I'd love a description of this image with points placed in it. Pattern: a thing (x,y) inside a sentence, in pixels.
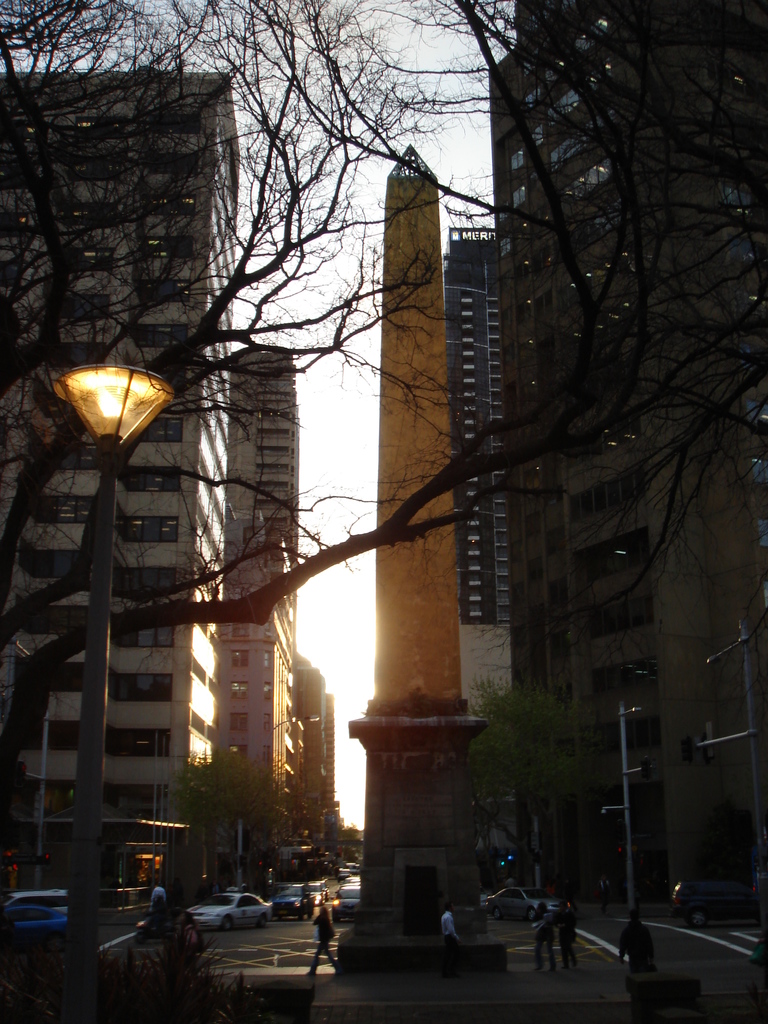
In this image I can see few people (191,946) walking, few vehicles (63,928), light poles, trees (554,682). In the background (249,475) I can see few buildings (483,571) and the sky (341,267) is in white color.
